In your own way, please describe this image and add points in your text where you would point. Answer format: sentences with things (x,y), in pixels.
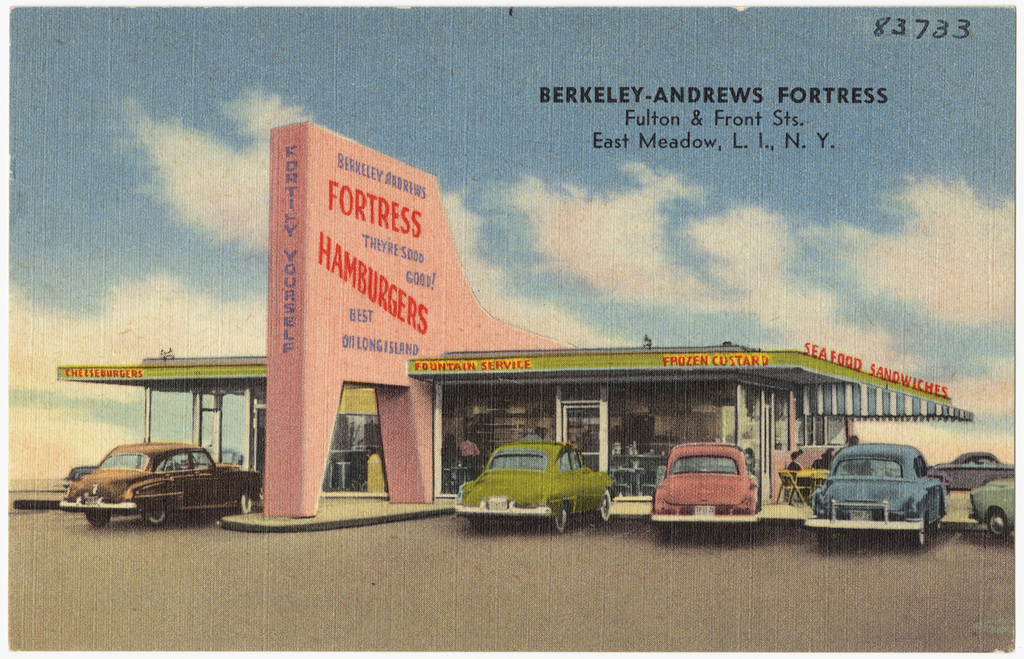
This is an edited picture. In this image there are two persons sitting on the chairs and there are vehicles (869,523) and there is a building (364,431) and there is text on the building (454,421). At the top (502,98) there is sky (446,109) and there are clouds (654,223) and there is text (760,139). At the bottom (428,578) there is a road (542,546).
